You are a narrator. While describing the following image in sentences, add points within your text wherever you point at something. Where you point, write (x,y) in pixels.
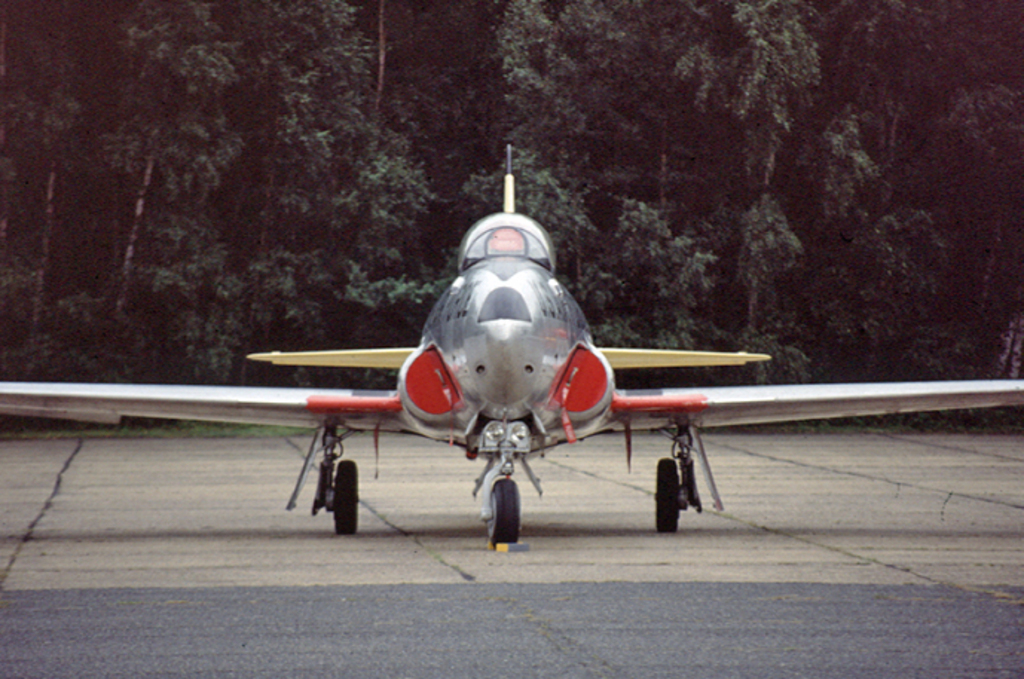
In this image we can see an aircraft (807,409) on the road (816,573). In the background (876,170), we can see trees (256,139).
